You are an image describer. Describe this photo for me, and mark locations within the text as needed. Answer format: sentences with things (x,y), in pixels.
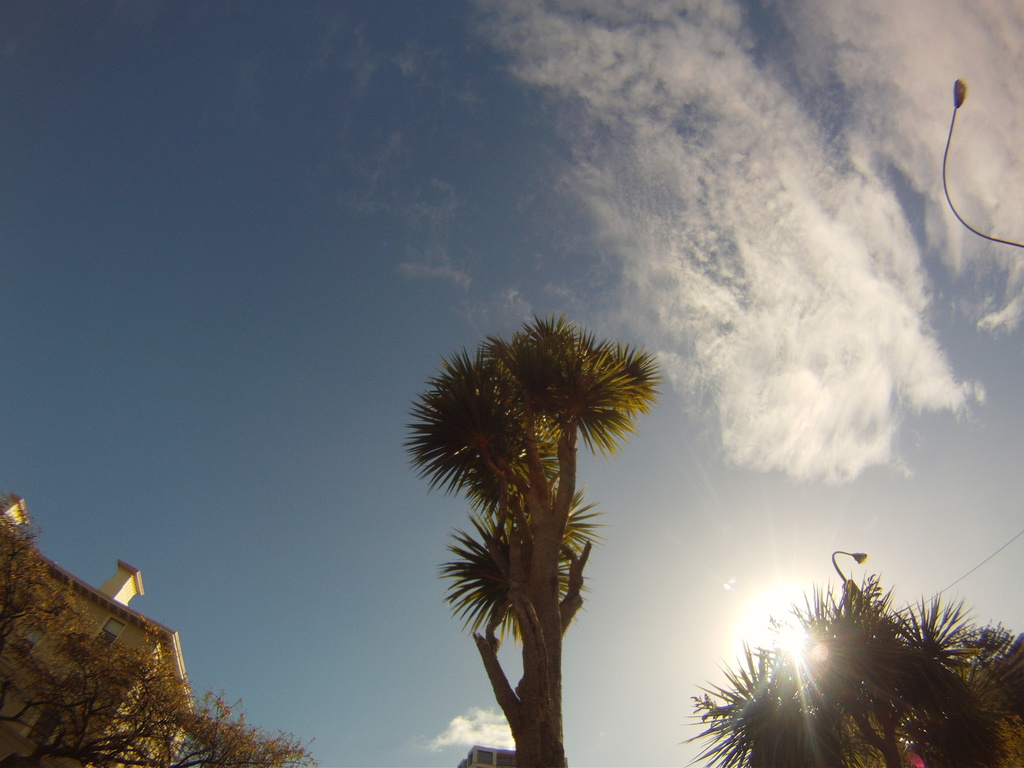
In this image we can see trees (32,668), building (162,672), the sun (745,641) and the blue color sky (151,410) with clouds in the background (404,411).
